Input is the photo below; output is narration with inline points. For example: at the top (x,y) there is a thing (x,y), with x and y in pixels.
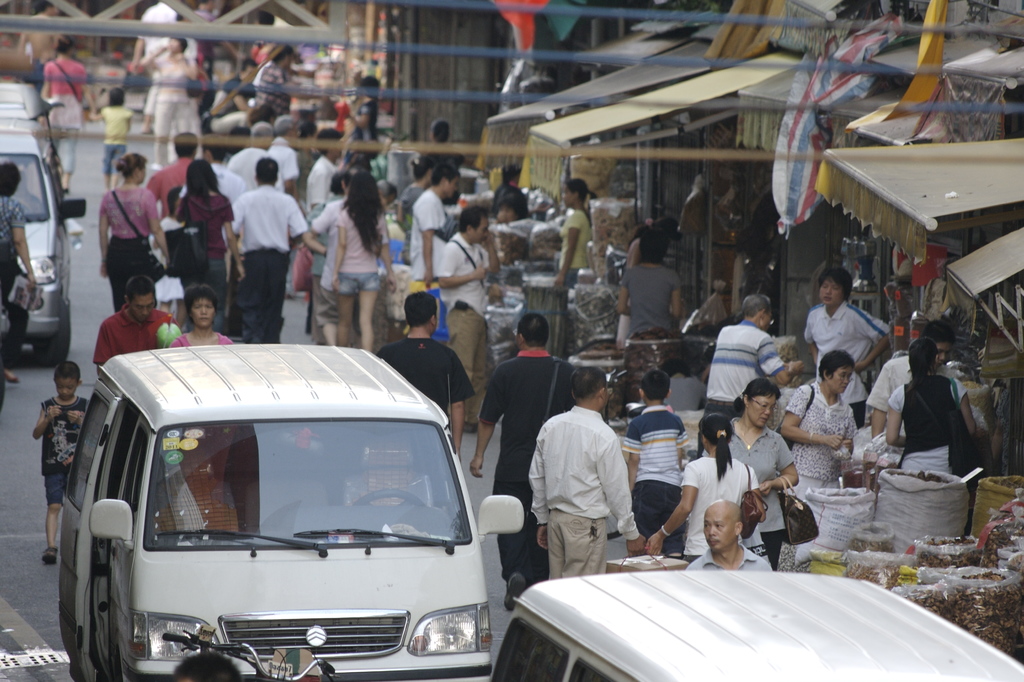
There are vehicles (296,381) and group of people (441,345) on the road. Here we can see stalls (899,278).
